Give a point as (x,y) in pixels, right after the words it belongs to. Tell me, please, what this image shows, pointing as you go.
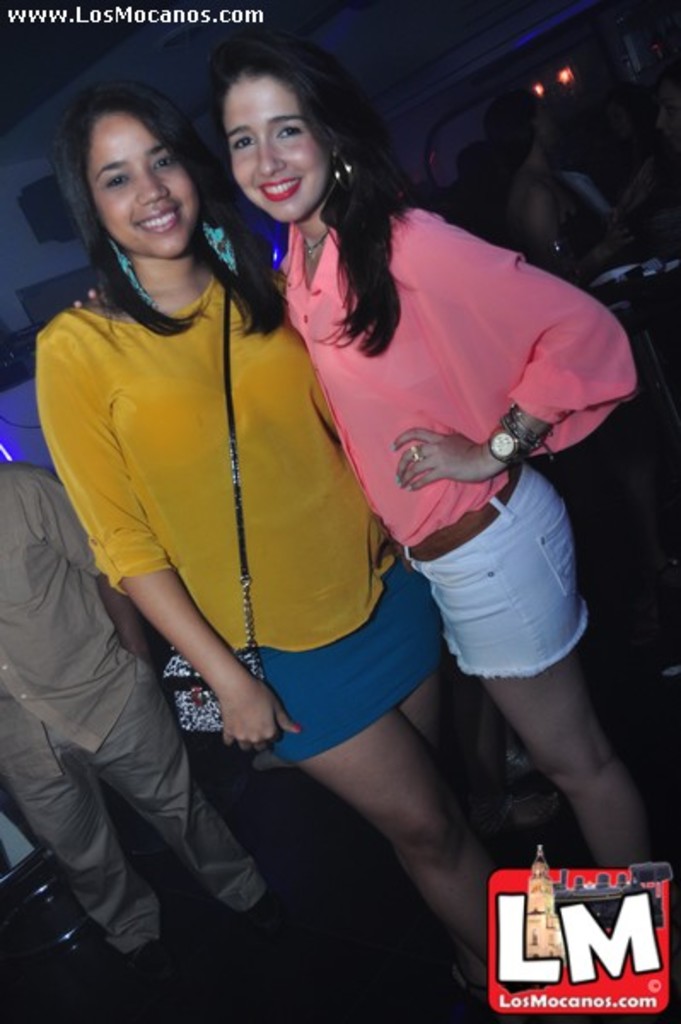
In the image there are two ladies (321,326) standing. There is a lady (258,312) on the left side (191,370) wearing a bag (232,438). Beside her there is a man (10,542) standing. Behind them in the background (578,223) with few people (533,191) and it is a dark background (523,184). In the bottom right corner of the image (589,962) there is a logo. And in the top left corner of the image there is a website address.
